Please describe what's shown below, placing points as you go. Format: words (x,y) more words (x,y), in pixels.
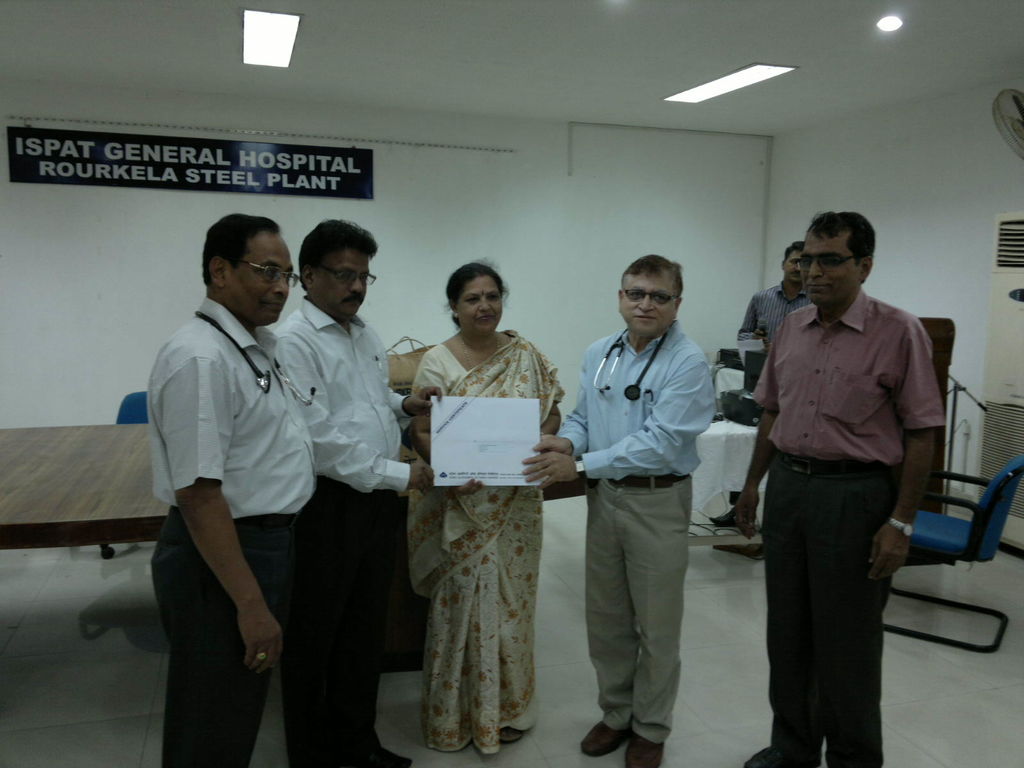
In this picture I can see 4 men (222,373) and a woman (474,310) who are standing in front (235,228) and I see that 2 men (607,426) and a woman (419,377) are holding a paper (502,431) in their hands (420,415). In the background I can see tables (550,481) and chairs (1008,493). I can also see another man (790,282) on the right side of this picture (790,282). On the top of this picture (351,156) I can see a board (185,139) on which there are words (331,154) written and on the ceiling (372,19) I can see the lights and I see a fan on the right top corner of this picture (1011,137).
